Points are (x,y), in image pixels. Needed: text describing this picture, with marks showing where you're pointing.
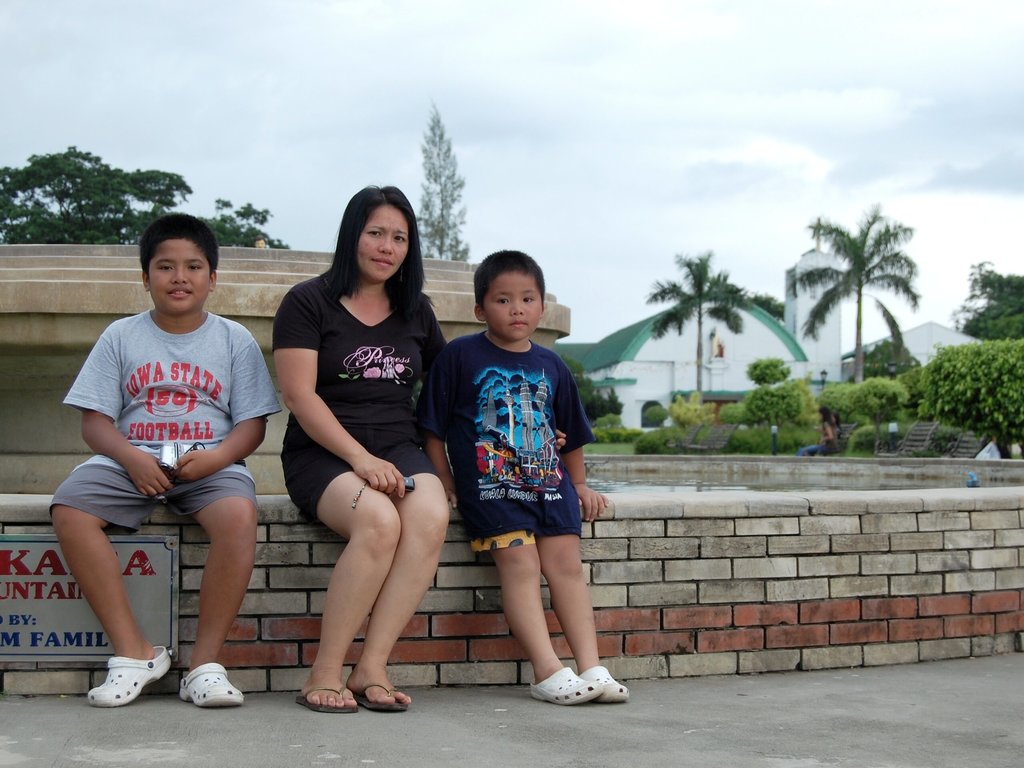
In this image we can see a woman (309,473) and two children (594,492) are sitting on a platform (740,627). Here we can see road (399,714), board (147,556), wall (874,462), water (852,483), chairs (928,443), plants (687,408), trees (789,394), houses (834,269), people (828,427), and other objects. In the background (353,98) there is sky (703,123) with clouds (963,79).
